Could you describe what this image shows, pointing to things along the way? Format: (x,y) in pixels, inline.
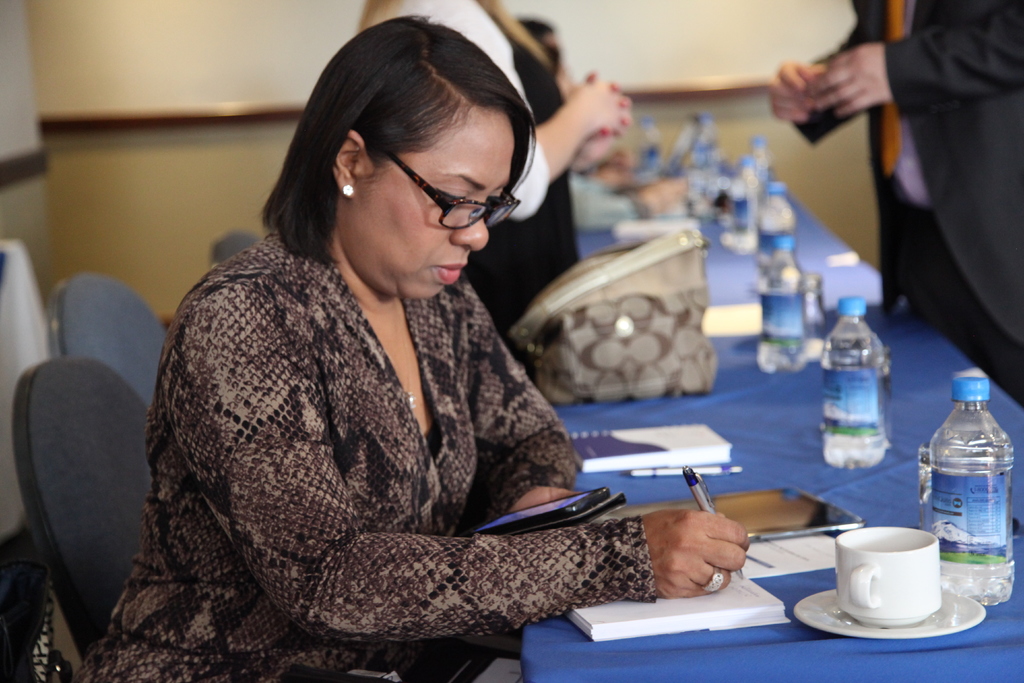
In the image we can see there is a woman (345,471) who is sitting and she is holding a mobile phone (563,523) and there is a book (717,612) and pen (702,502). On the table (628,405) there is cup (895,613) saucer (801,616), water bottle (998,548), bag (649,350) and on the other side there are other people (993,135) standing.
